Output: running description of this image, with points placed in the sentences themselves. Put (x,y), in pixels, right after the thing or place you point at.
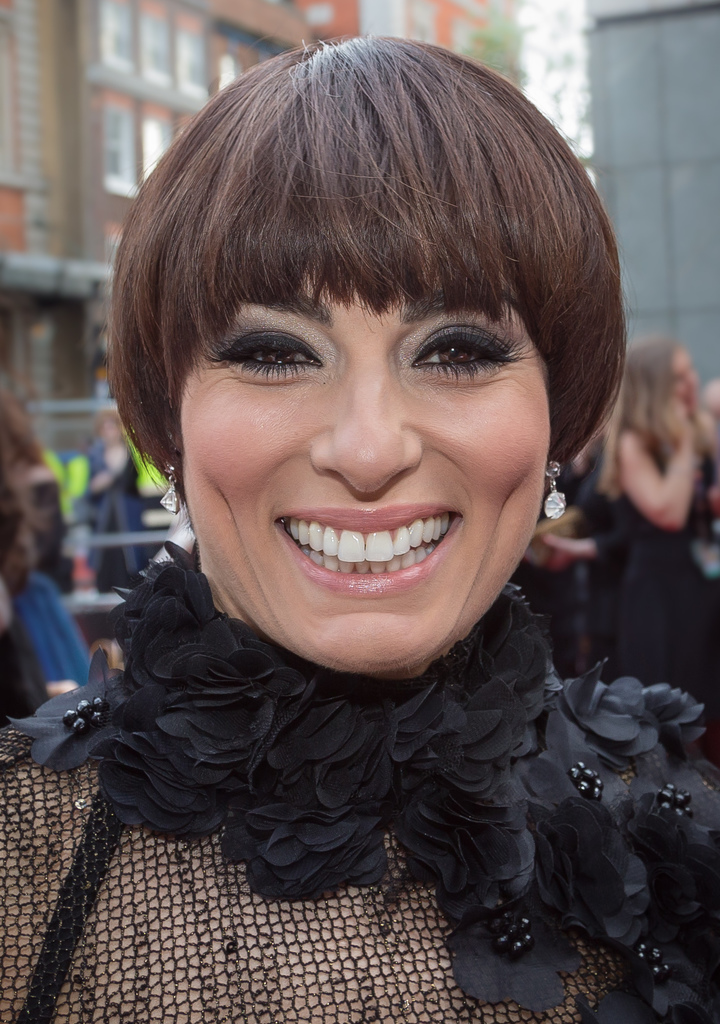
In the image I can see a lady (265,178) and behind there are some buildings (648,206).
